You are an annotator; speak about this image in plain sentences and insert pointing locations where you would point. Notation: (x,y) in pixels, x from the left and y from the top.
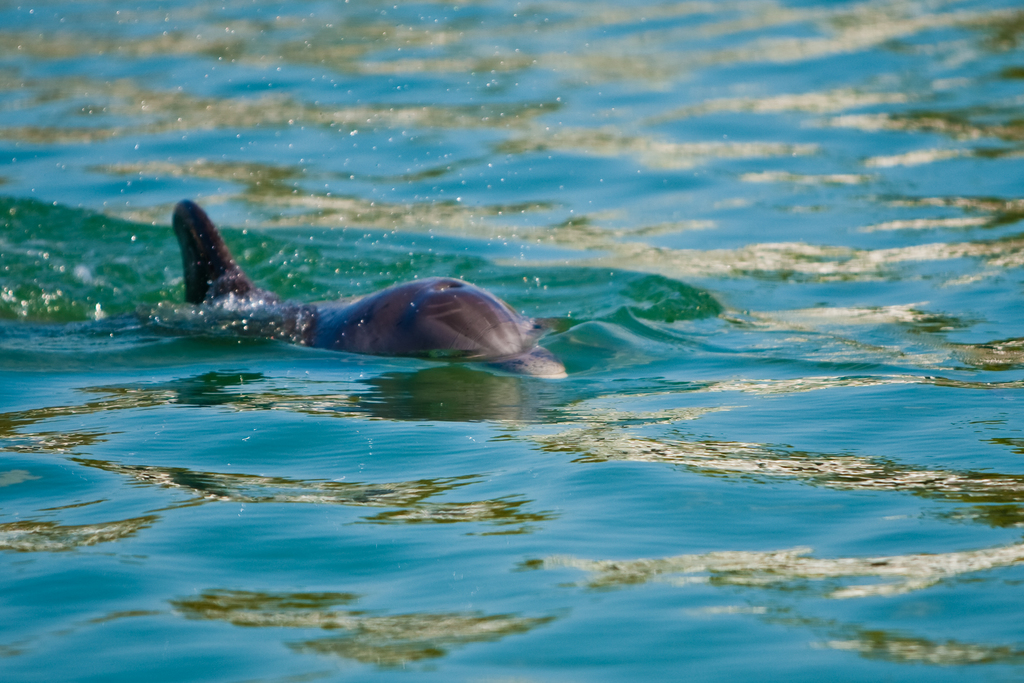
In this image we can see one big dolphin (419,296) on the water (557,266).
